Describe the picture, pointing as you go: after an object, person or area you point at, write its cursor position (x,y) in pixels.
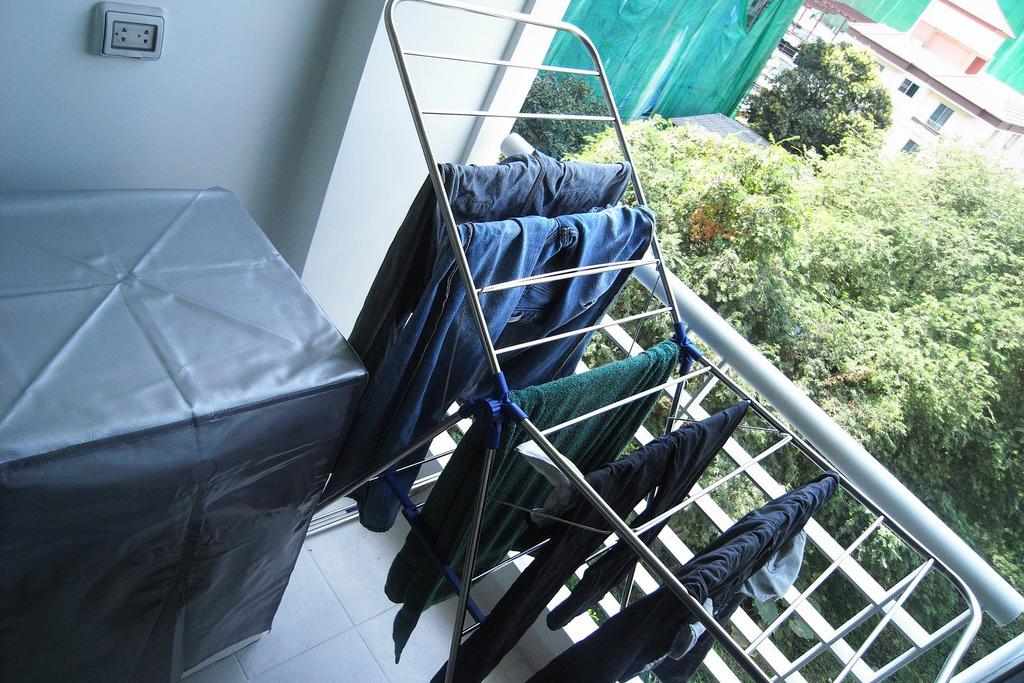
In this image there are clothes (598,376) present on the object (505,400). On the left (174,379) there is a washing machine (186,409) which is covered with a cover (133,363). There is also a socket (139,58) to the wall (206,74). On the right (854,226) there are many trees (839,189) and also buildings (999,87) visible.
